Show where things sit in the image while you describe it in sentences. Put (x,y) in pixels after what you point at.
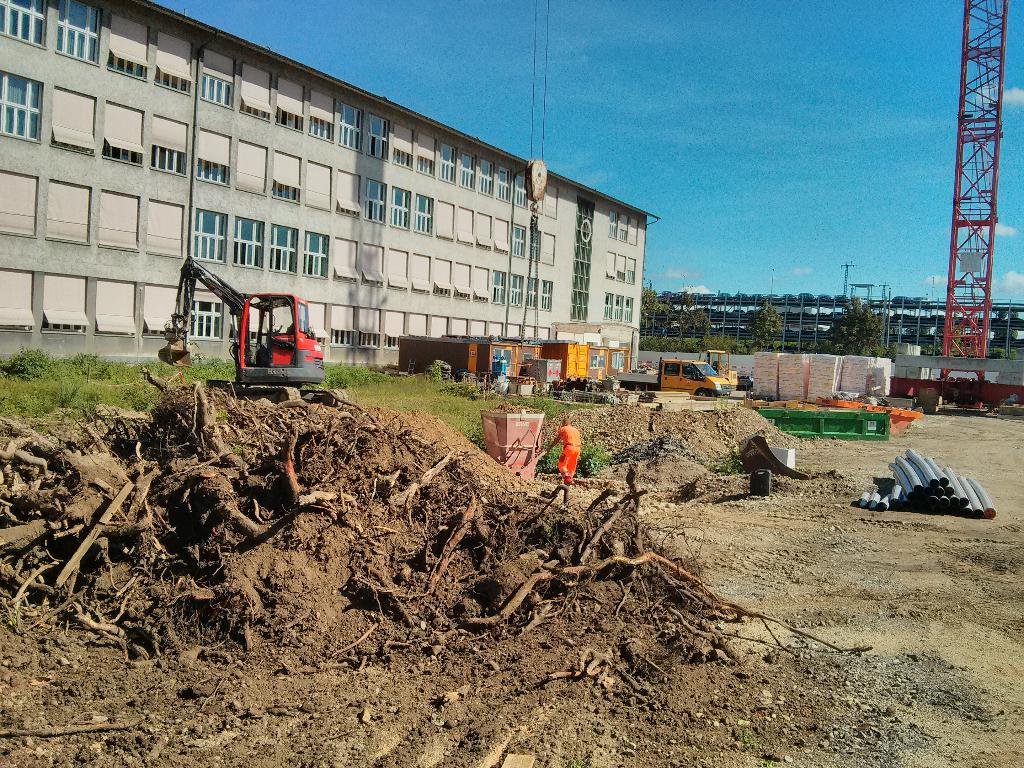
In the foreground of the picture (594,489) there are roots (251,519), sand (971,553), pipes (983,497), people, soil (480,458), machinery (236,372), plants (64,402) and other objects (882,409). On the left (199,218) there is a building (448,321). In the center of the picture (626,354) there are vehicles (702,366), construction materials (861,376), crane (944,387) and other objects (860,418). In the background (807,306) trees (756,338) and other objects (788,309). At the top (797,101) it is sky (876,90).
